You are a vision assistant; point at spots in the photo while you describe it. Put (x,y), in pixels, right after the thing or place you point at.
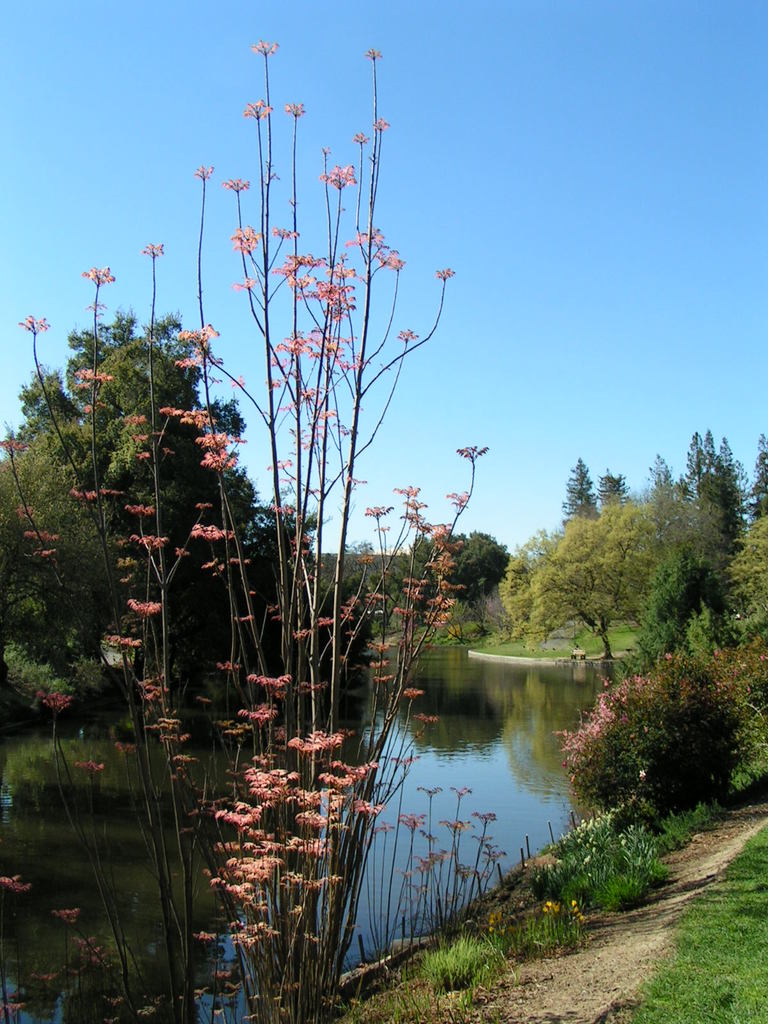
In this image we can see few trees (324,619), grass (474,945), water (463,806) and the sky (332,198) in the background (450,201).
